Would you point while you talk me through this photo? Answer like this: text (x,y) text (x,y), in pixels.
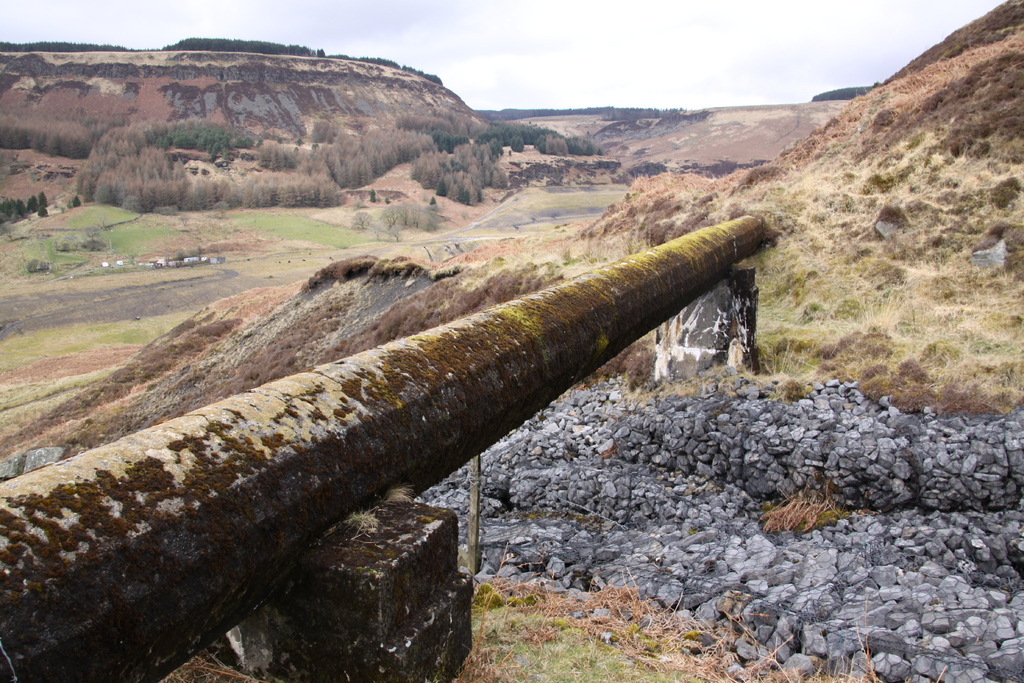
In this image we can see a hill (256,132). Image also consists of many trees (437,179). On the right (724,568) there are concrete stones (838,542). At the top (567,48) there is sky (703,36) with clouds (681,33).
